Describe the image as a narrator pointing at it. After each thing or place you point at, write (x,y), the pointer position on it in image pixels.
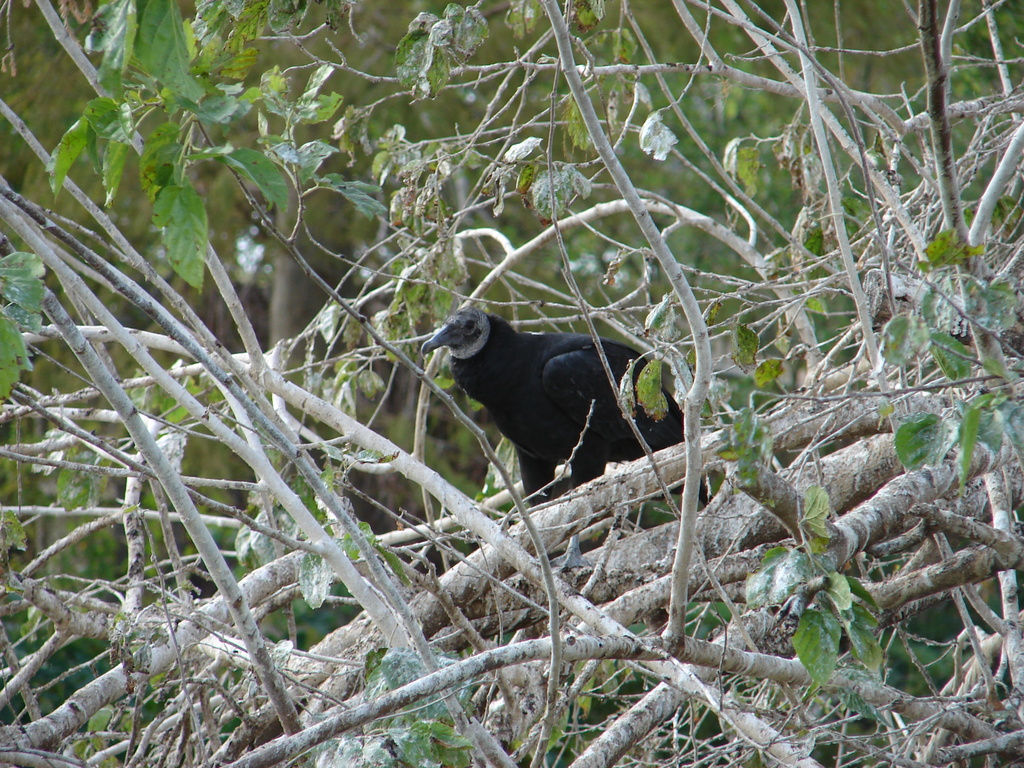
In this picture I can observe bird (551,410) in the middle of the picture (542,397). The bird (590,378) is in black color. I can observe trees (718,298) in this picture.
